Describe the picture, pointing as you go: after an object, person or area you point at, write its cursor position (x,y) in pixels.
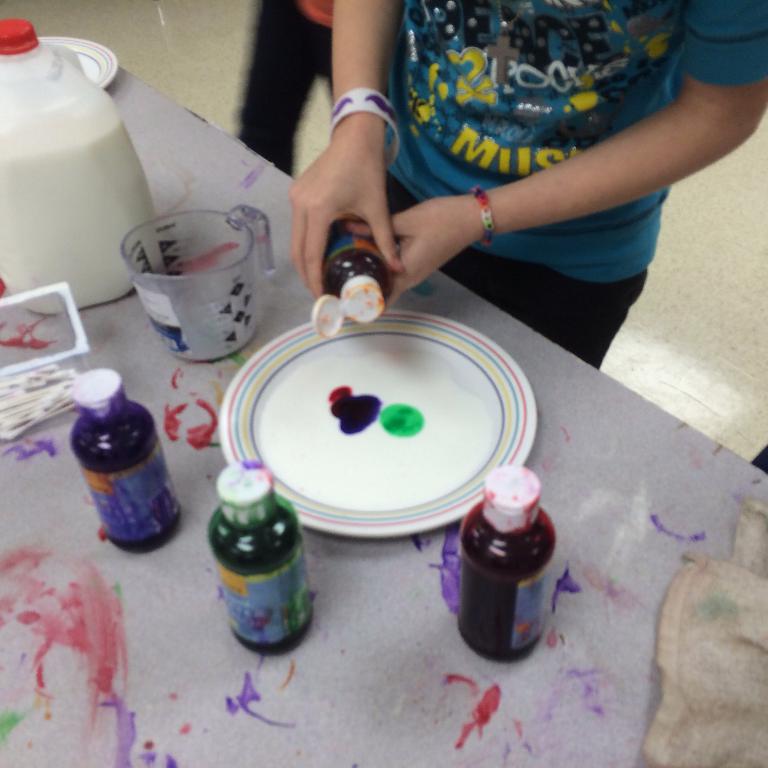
There is a table (465,766). On the table (476,672) there are bottles (96,456), plates (352,441), colors (337,393), jug (43,188), cup (199,245). A lady (469,134) is standing and holding a bottle (348,289).
